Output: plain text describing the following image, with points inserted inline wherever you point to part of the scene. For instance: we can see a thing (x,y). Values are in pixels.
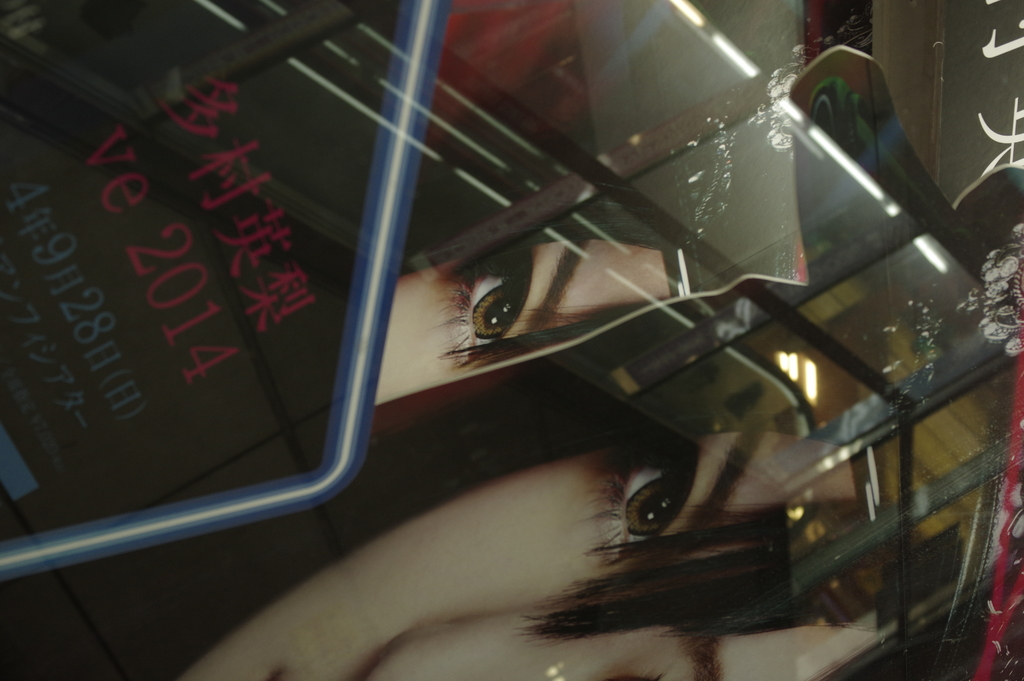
In the picture I can see face (438,532) of a person (538,497) and something written on an object (201,338). I can also see lights (667,308) and some other objects (727,276).
